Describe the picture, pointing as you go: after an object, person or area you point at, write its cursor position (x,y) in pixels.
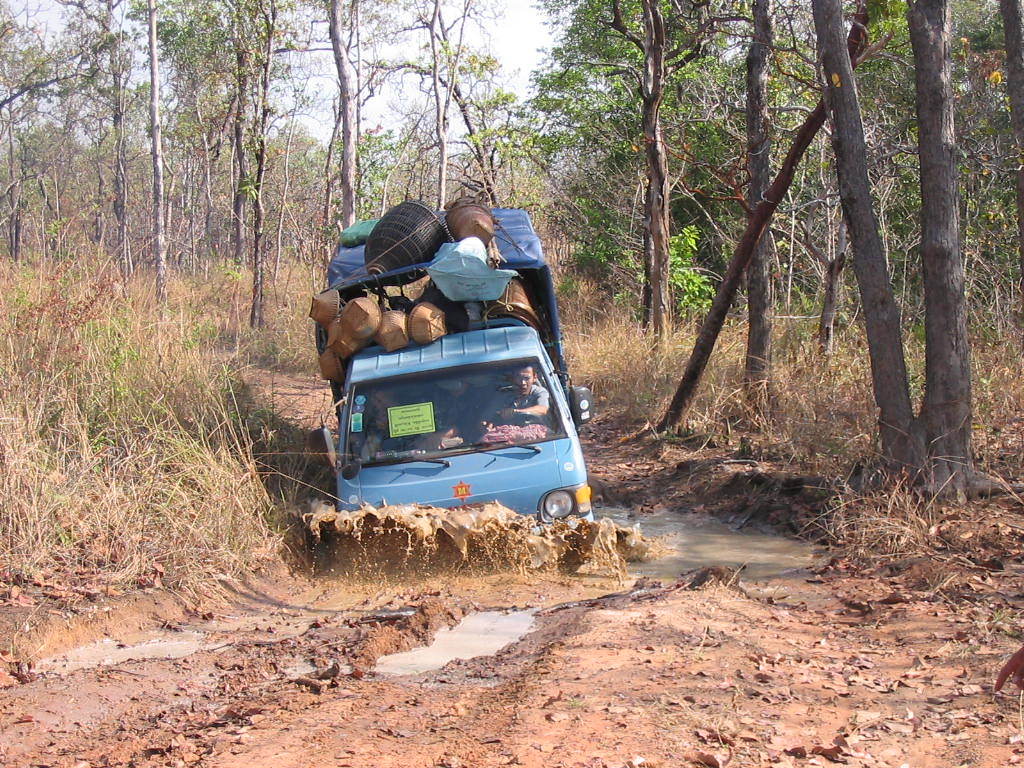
In the center of the image (467,382) we can see a vehicle (473,438) in the water (489,510). Inside the vehicle (513,451), we can see a person (544,406) is sitting. And we can see a few objects (338,368) on the vehicle (452,356). In the background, we can see the sky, trees (927,238), grass (104,385), water (395,668) and mud (594,626).
